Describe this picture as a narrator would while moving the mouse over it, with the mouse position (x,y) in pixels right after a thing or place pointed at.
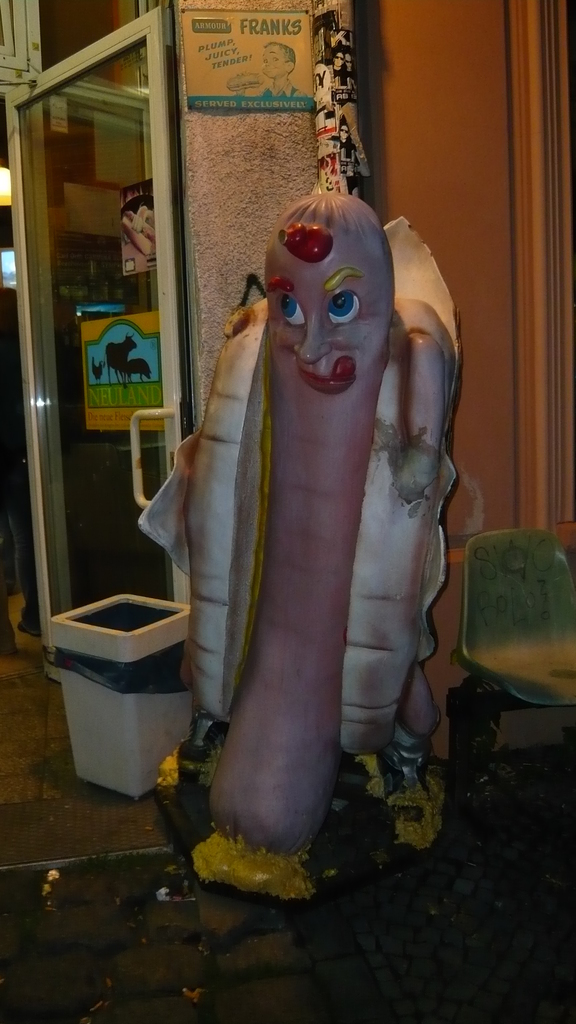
In this picture we can see a toy (321,811) and a chair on the ground (165,965) and in the background (107,70) we can see a wall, door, posters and some objects (154,787).
